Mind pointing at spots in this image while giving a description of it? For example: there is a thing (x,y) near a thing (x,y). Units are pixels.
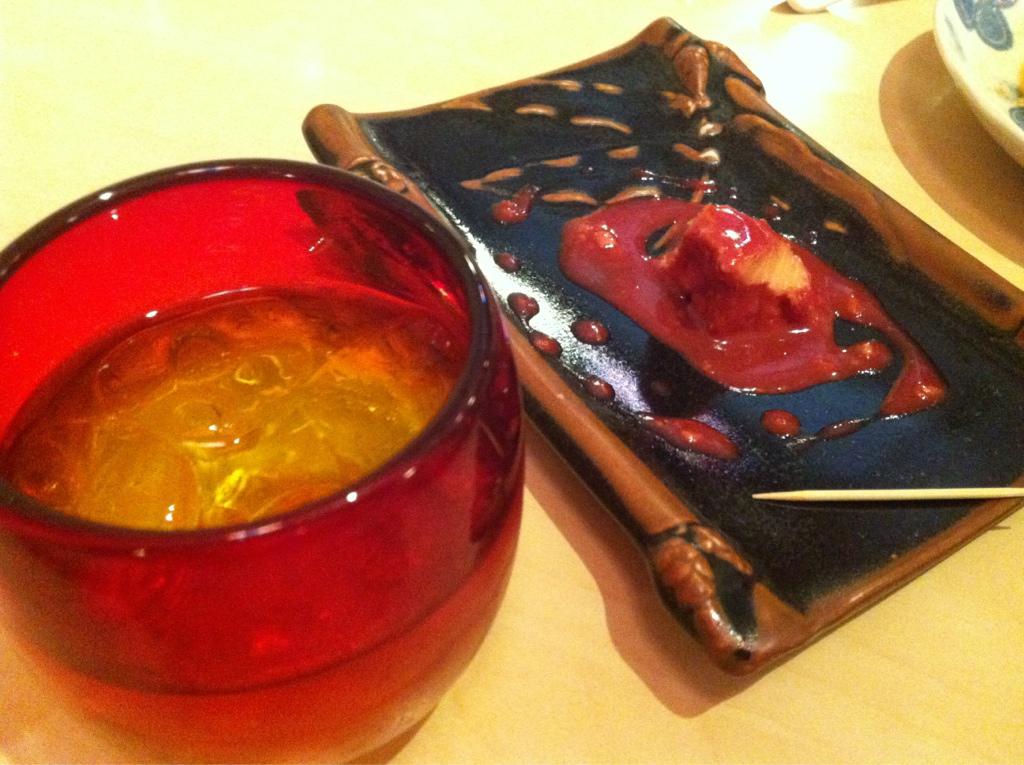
In this image I can see the cream colored surface (646,700) and on it I can see a red colored object (428,606) with some liquid (261,444) in it, brown and black colored object (746,542) with red colored sauce (721,322) on it and few other objects (998,61).
